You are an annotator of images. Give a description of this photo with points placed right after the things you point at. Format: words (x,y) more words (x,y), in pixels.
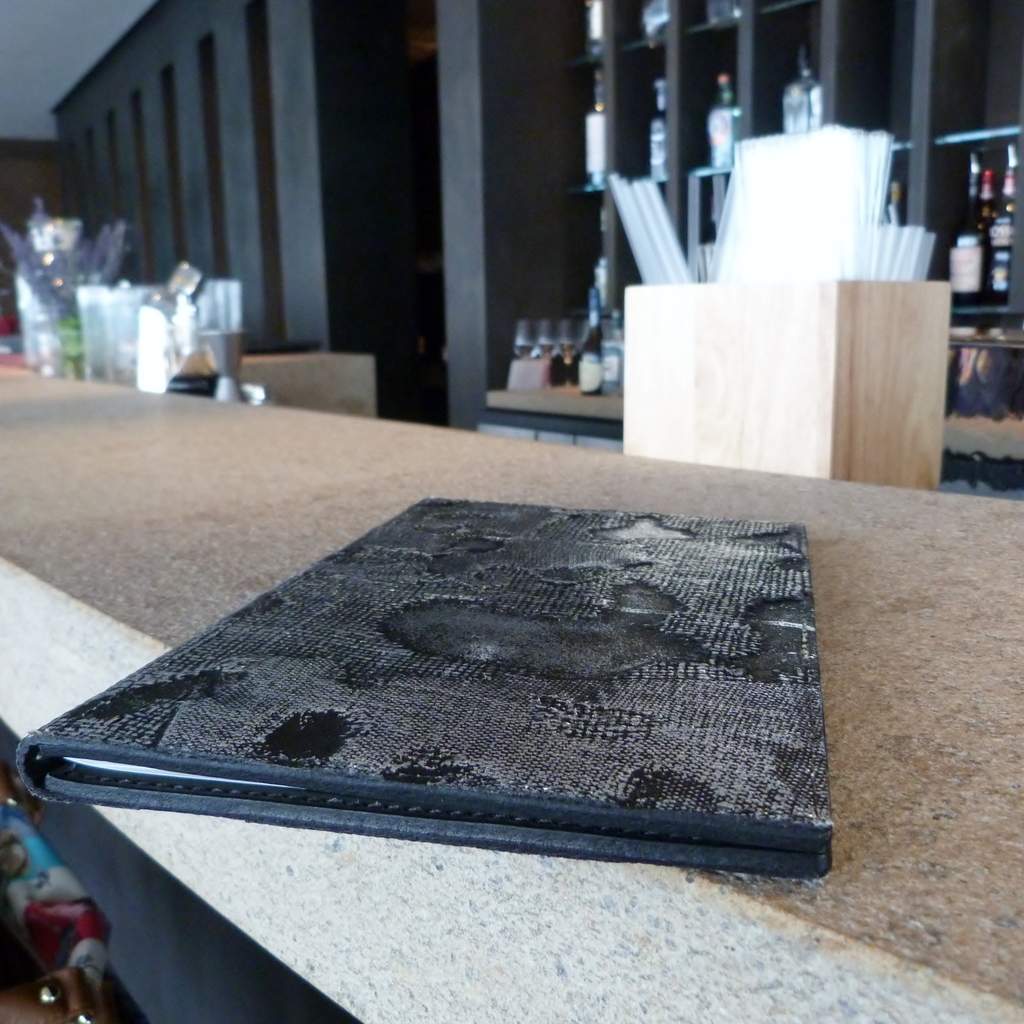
In the foreground of the picture (513,542) there is a file (440,579) on the desk (824,482). On the right (743,451) there are bottles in shelves (708,58) and there is a wooden object (785,375) in it there are some white things (749,251). On the left (225,358) there are shelves (141,136) and some objects (108,331).
